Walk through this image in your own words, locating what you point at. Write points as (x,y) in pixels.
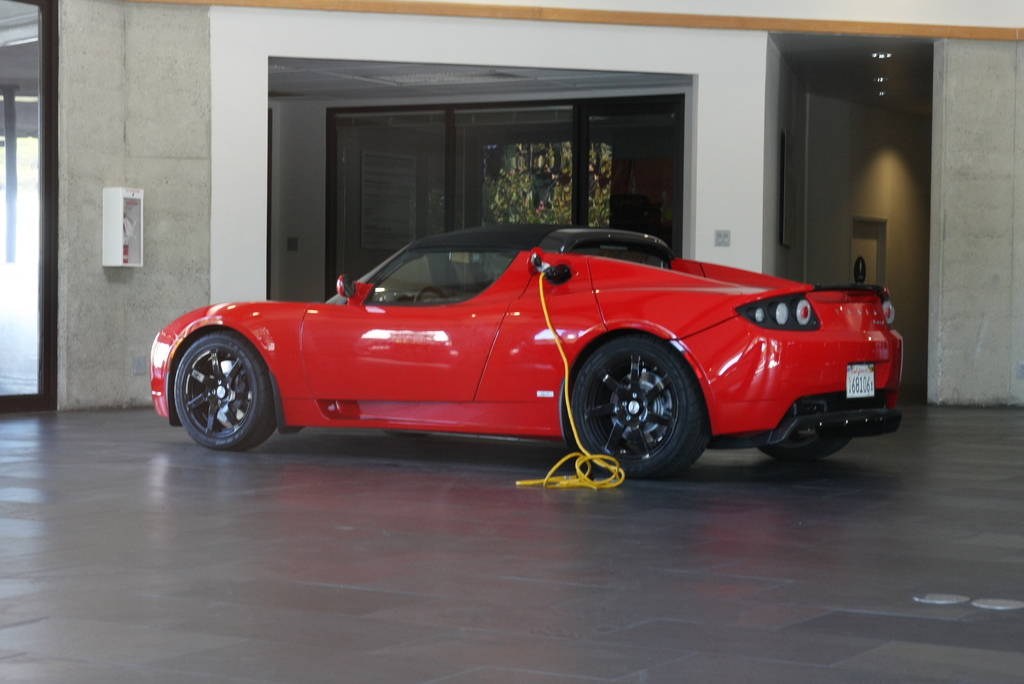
In this picture I can see the floor (548,563), on which there is a car (461,333) which is of black and red color and I see an yellow color thing (591,456) near to the car (561,370). In the background (165,177) I see the wall (458,48) and the glasses (464,115). On the right side of this picture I see the lights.
